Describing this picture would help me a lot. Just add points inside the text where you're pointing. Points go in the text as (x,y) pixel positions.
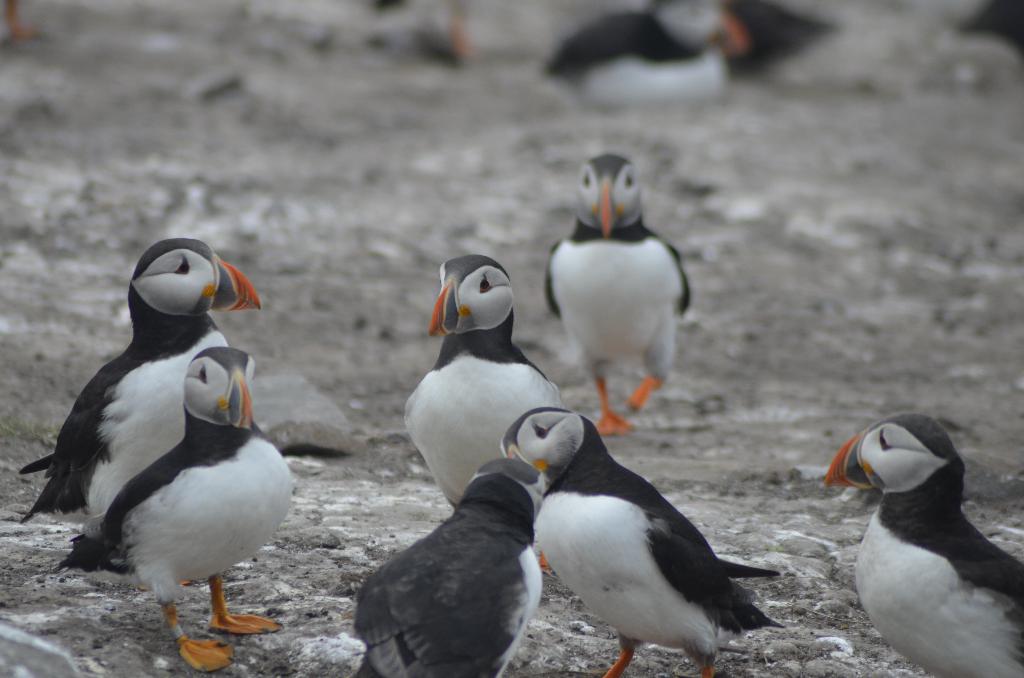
In the foreground of this image (432,386), there are puffins (967,529) on the ground (787,439). In the background (676,32), there are few puffins (613,41).
